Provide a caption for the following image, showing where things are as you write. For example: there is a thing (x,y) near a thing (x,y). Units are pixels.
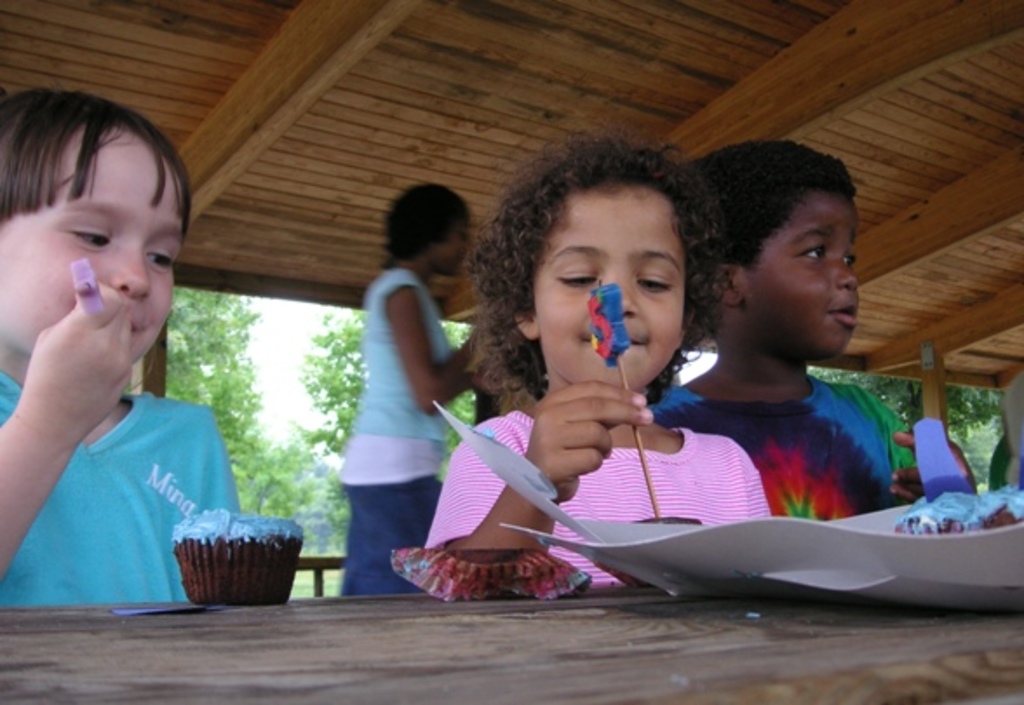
This image is taken in outdoors. There are four people (589,458) in this image, three kids (733,515) and a woman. At the background (281,387) there is a sky (259,378) and many trees (341,370). At the top of the image (622,43) there is a roof (779,52). At the bottom of the image (544,661) table (823,634) there is a which has cup cake (284,546) and a tray (814,579) on it. In the left side of the image (29,260) there is kid (128,600). In the middle of the image (619,252) there is a woman (367,573) and a kid (664,503). In the right side of the image (834,382) there is a kid (832,419) standing on the floor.
